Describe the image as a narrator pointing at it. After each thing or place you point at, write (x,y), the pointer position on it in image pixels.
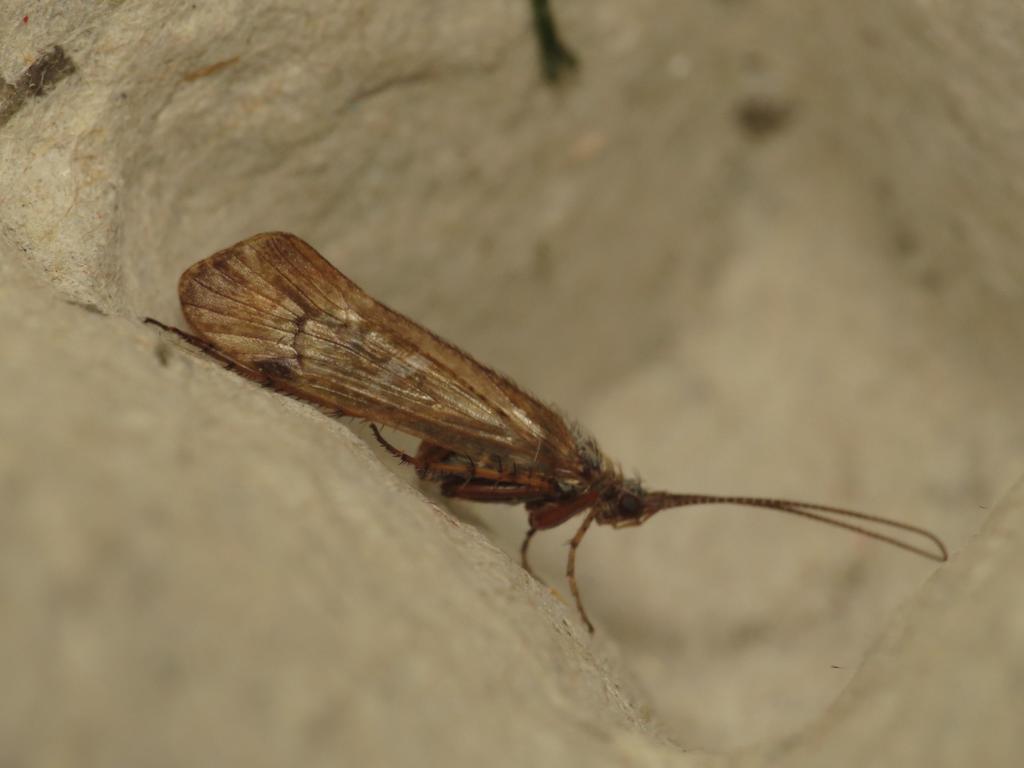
In this image I can see an insect (463,452) in brown color and it is on the cream and white color surface (76,157).
